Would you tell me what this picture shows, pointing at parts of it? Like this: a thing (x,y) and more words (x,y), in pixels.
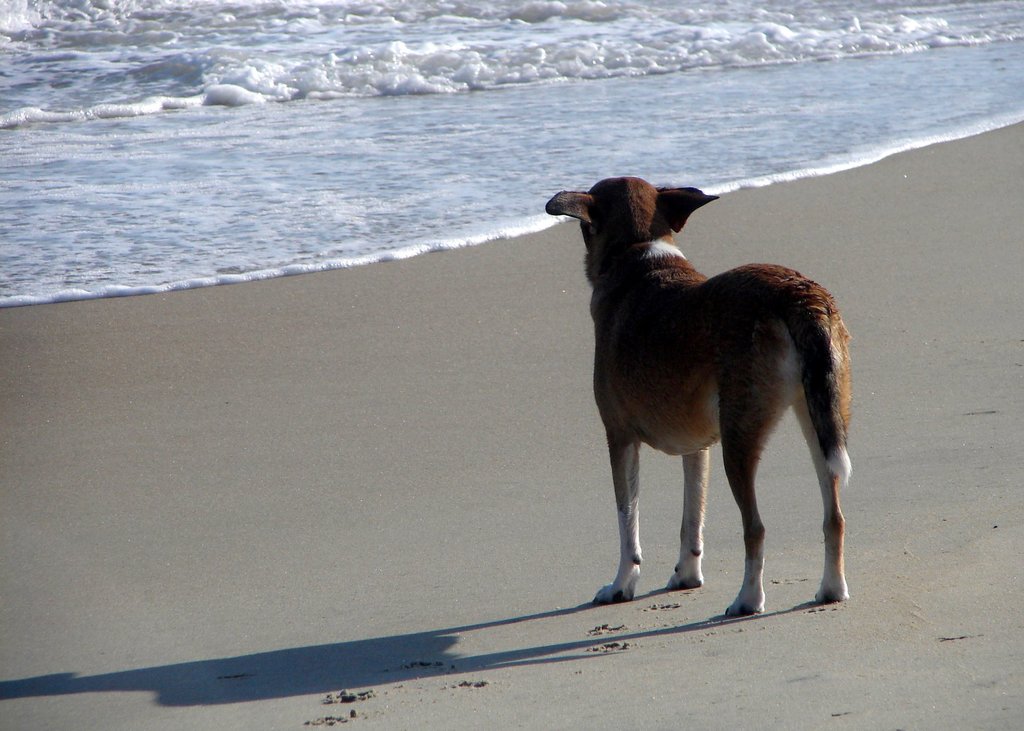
In the foreground of this image (685,355), there is a dog (714,362) standing on the sand (572,616). At the top (550,87), there is water (503,70).
